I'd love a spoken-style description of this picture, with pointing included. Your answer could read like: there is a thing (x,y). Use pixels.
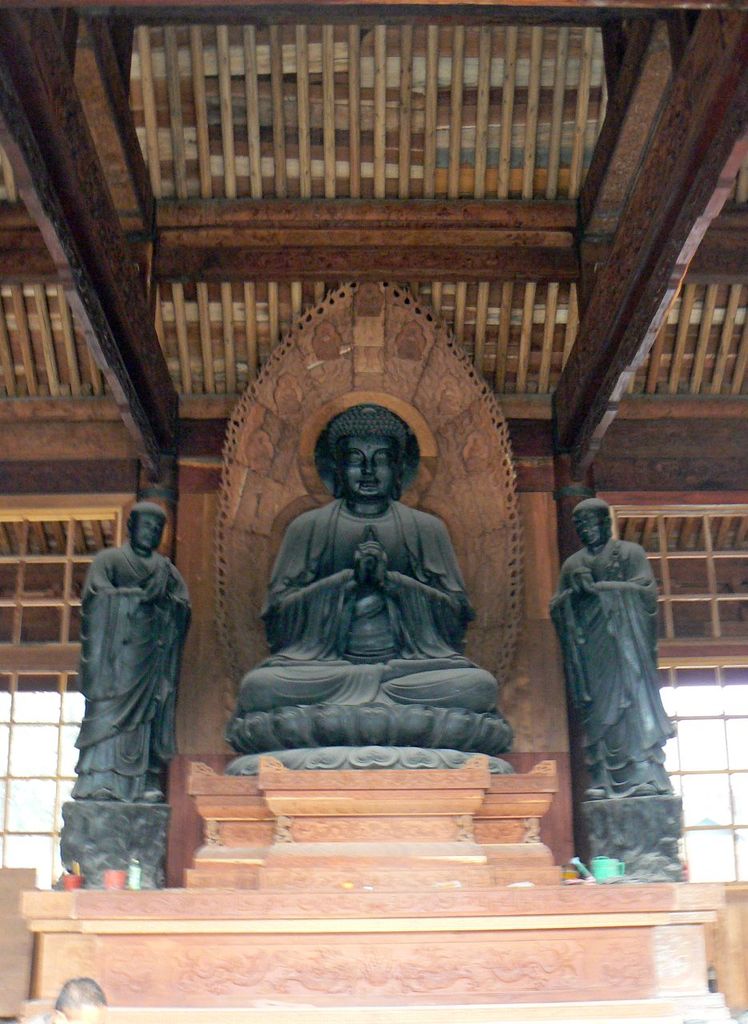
In this picture we can see statues (439,638) on the altar (342,871) and in front of the statues (94,744) there are some objects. Behind the statues (174,566) there is a wall (531,513) and an object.
